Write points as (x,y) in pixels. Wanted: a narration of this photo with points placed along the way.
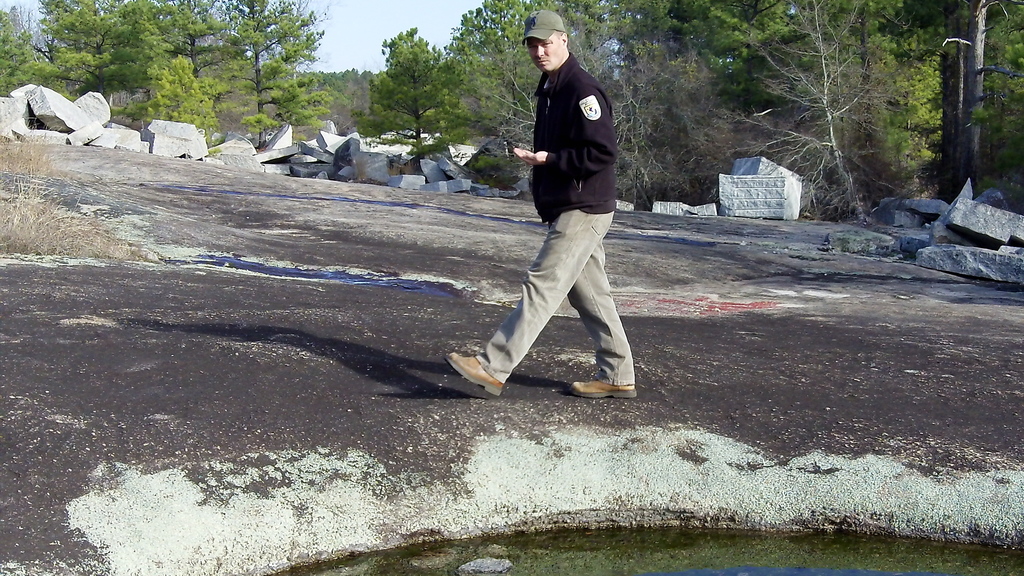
In the middle of the image (609,215) a man (609,198) is walking. Behind him there are some stones (966,224) and trees (674,154). Bottom of the image (577,555) there is water (291,572).
